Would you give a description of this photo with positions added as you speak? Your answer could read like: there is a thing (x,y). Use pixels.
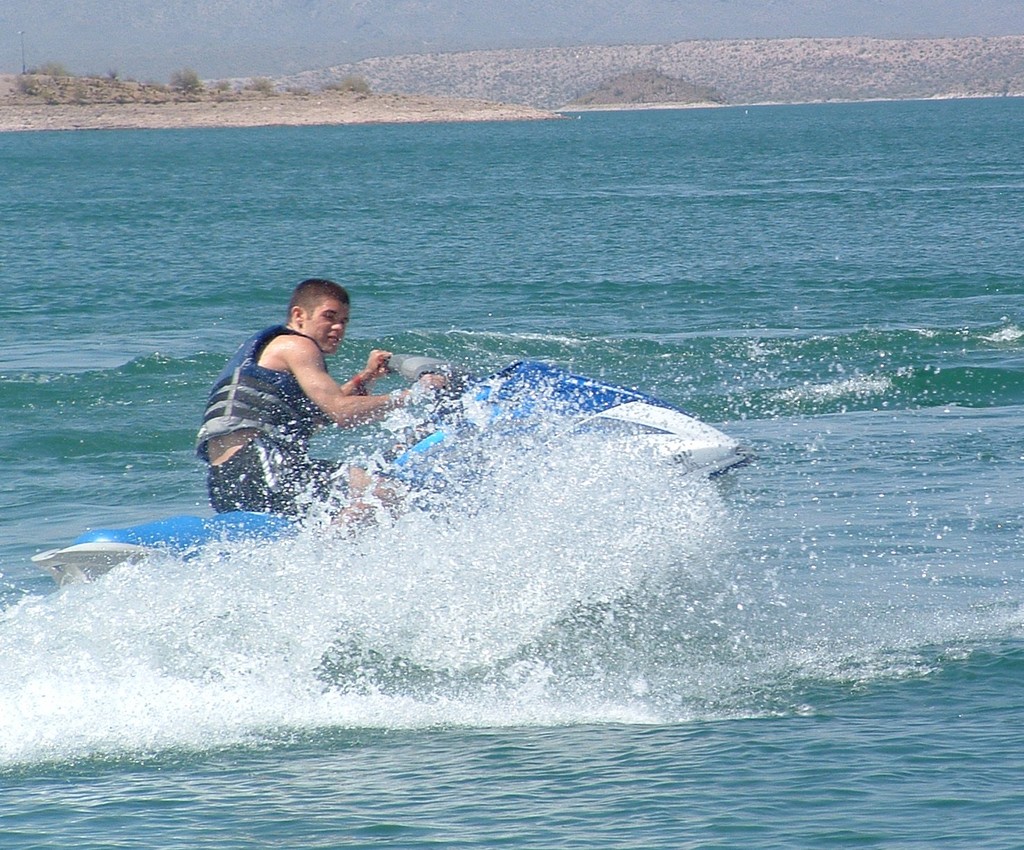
In this image we can see a person (276,415) wearing life jacket (235,412) and driving speed boat (425,450) which is of blue and white color and in the background of the image (446,95) there are some mountains (446,84) and water (476,228).
